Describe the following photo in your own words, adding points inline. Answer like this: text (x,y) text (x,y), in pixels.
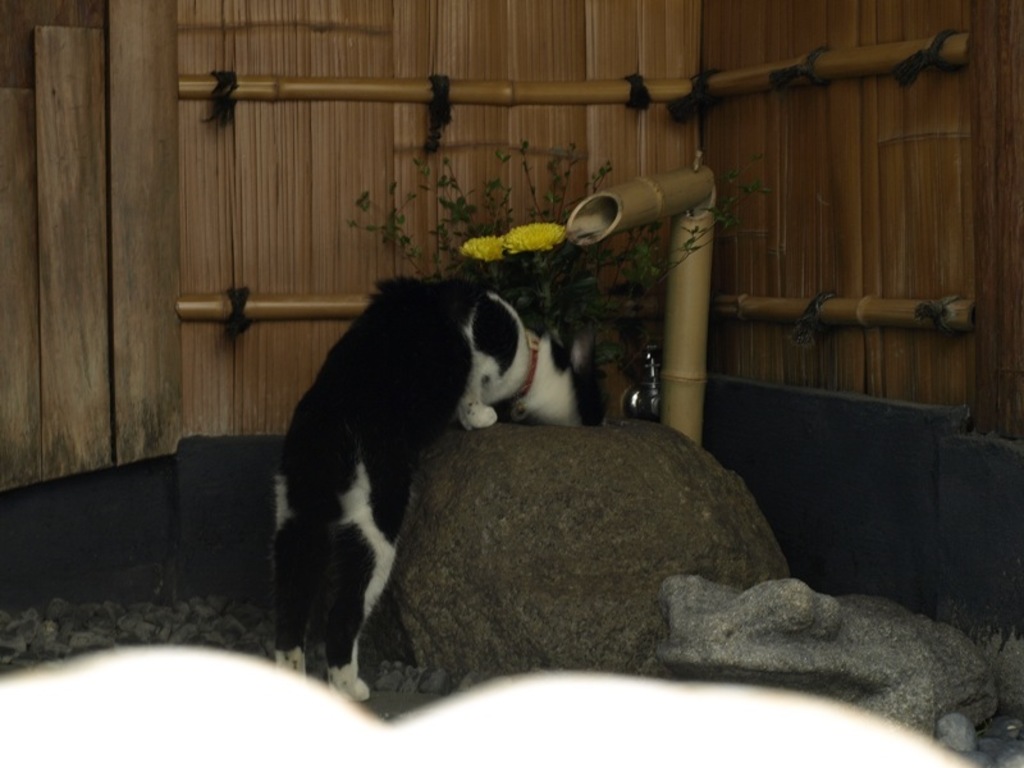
In the picture I can see a cat (341,592) in the middle of the image (530,395). I can see the rocks (602,520). In the background (889,210), I can see the wooden fence (923,1). I can see a flower plant (580,268) in the middle of the image (513,266).
